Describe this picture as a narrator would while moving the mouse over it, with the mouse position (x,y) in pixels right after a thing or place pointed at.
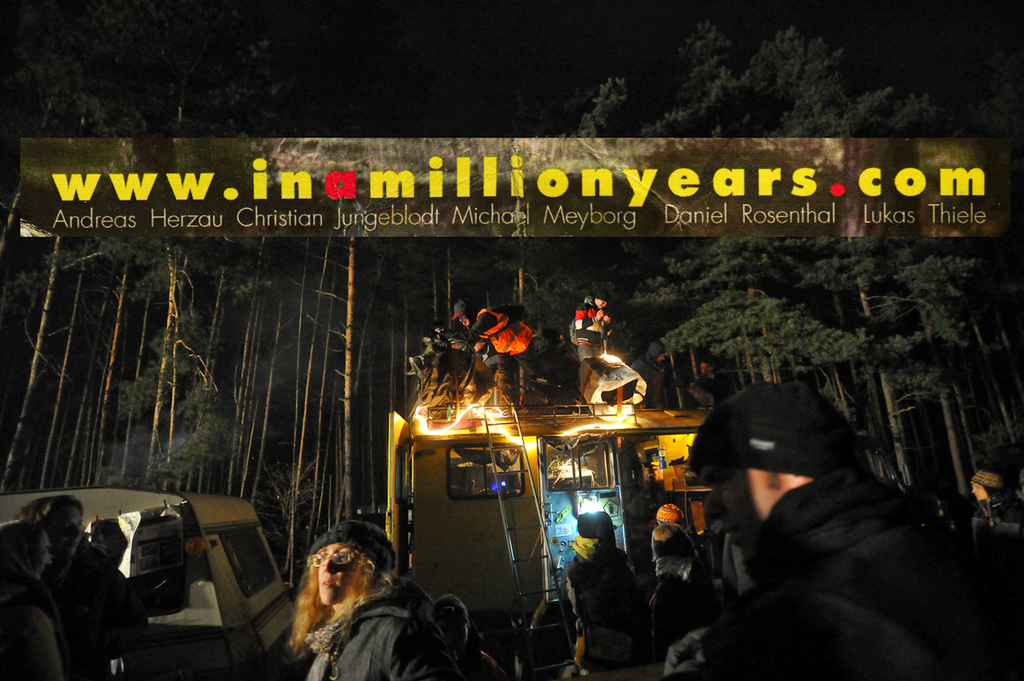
In this image we can see some people (338,562), vehicles (513,441), trees (788,345) and we can also see a website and some text (340,220).
